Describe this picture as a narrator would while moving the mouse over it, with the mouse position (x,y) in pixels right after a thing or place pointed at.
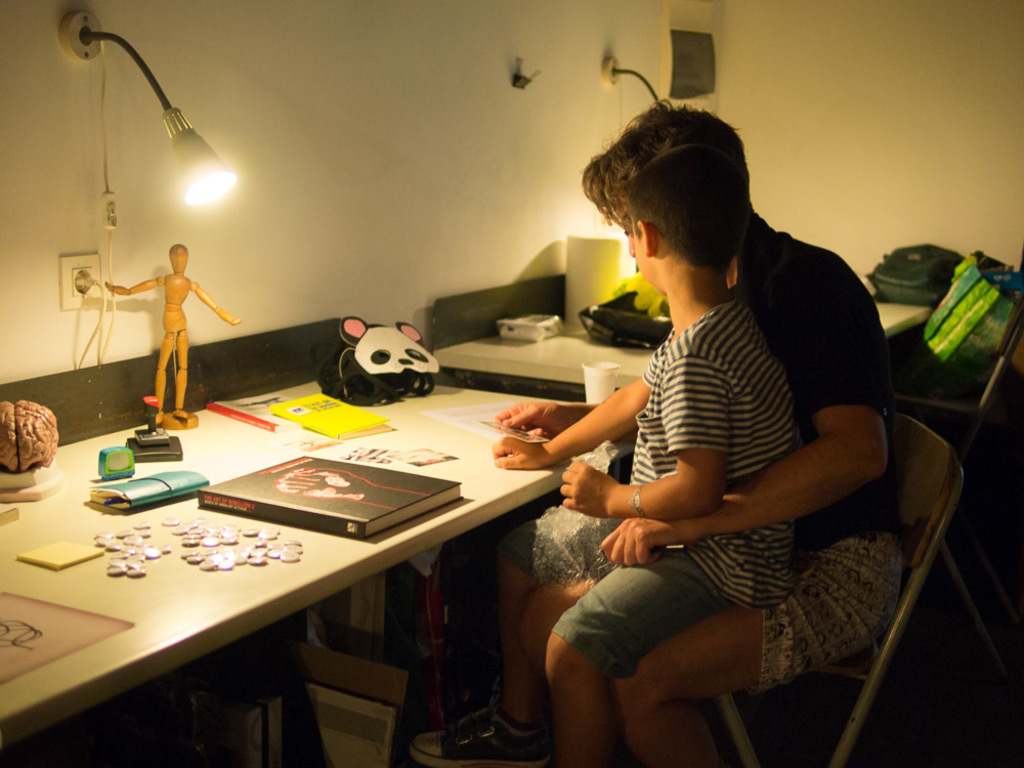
In this image we can see a man (817,379) is sitting, and here a boy (690,428) is sitting, in front (257,413) here is the table (257,394), books (338,493), and some objects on it, at above here is the light (229,178), here is the wall (770,143).
